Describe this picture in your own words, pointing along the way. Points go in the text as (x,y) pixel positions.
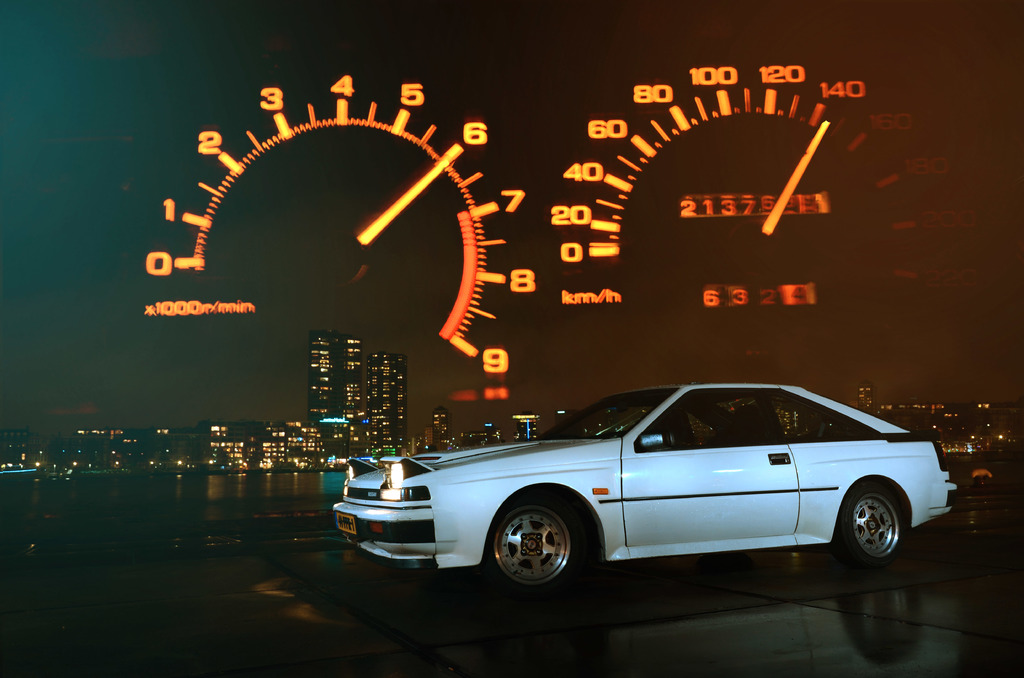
In this image there is a car (623,500) and we can see water (280,482). In the background (152,371) there are buildings (388,392), lights (322,412) and sky (936,364). We can see a speed meter (445,228).
